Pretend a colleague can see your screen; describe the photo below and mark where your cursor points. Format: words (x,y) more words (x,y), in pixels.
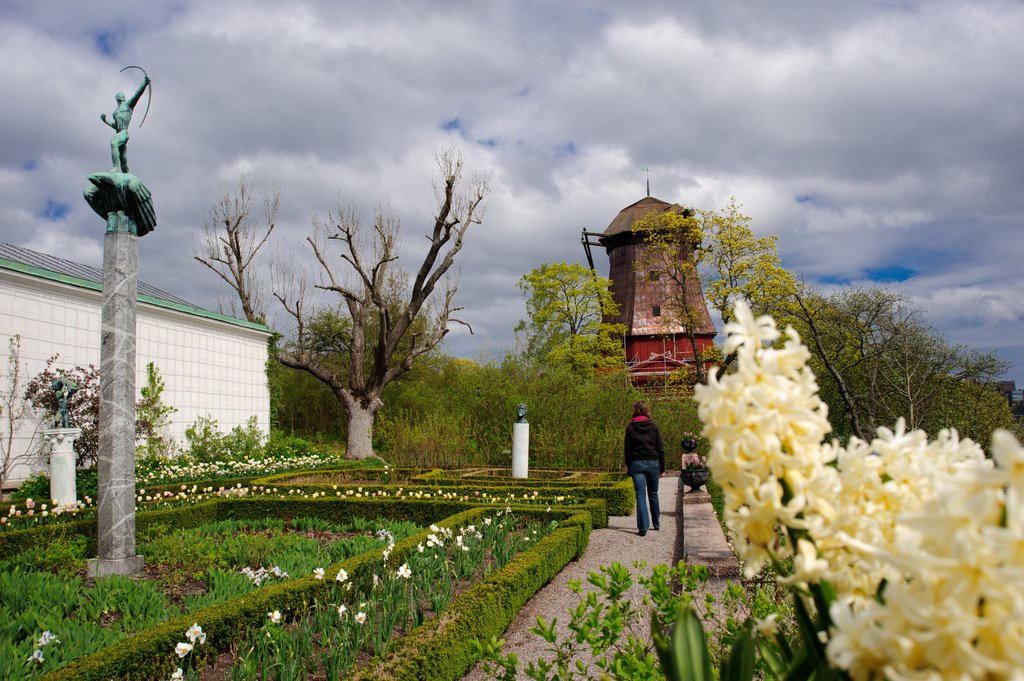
In this picture we can see a person (641,496) is walking on the path (661,504) and on the right side of the person (657,443) there are trees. On the left side of the person (637,496) there is a statue (115,175) on a pillar (127,409), house (159,424), bushes (255,483) and other things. In front of the people (630,456) there is a tower (643,335) and a cloudy sky (591,96).
